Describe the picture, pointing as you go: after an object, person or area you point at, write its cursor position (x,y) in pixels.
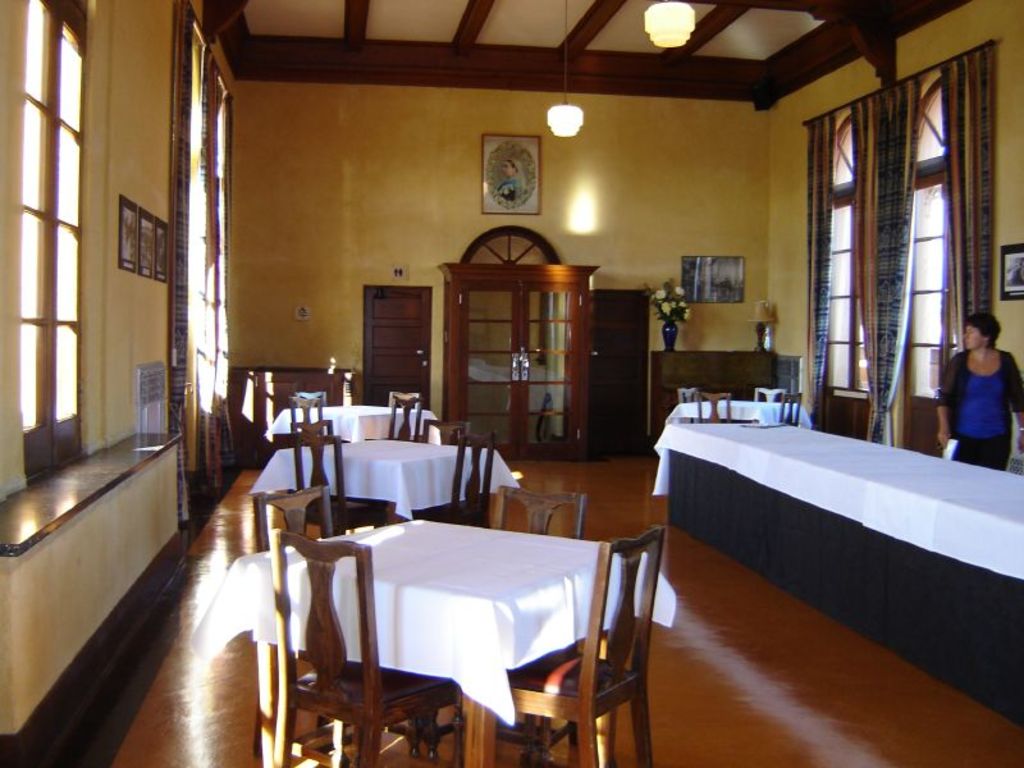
In this picture there is a dining table (997,601) on the right side of the image (803,555) and there are other tables (506,477) with chairs (491,506) on the left side of the image (335,626), there are windows (191,202) on the right (836,290) and left side of the image (34,233), there is a rack (585,345) in the center of the image (531,337), there is a lady (986,375) who is standing on the right side of the image (967,376).
